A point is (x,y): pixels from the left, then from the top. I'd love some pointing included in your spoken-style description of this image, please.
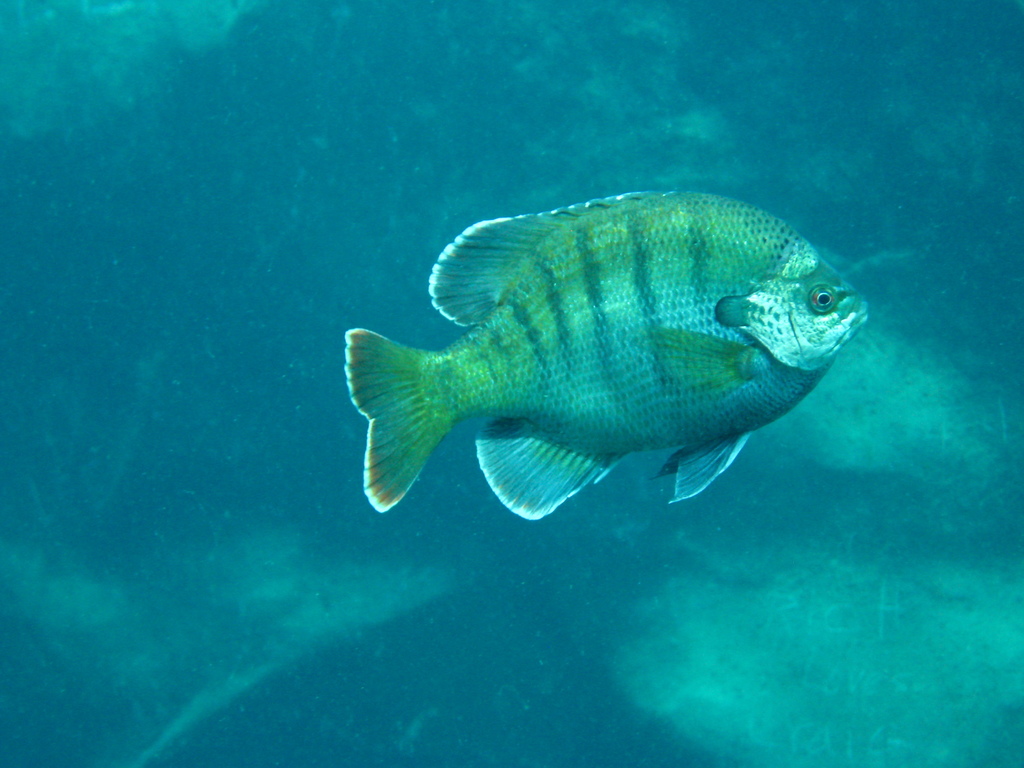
In this image I can see a fish (551,406). In the background (553,748), I can see the water (414,236).
